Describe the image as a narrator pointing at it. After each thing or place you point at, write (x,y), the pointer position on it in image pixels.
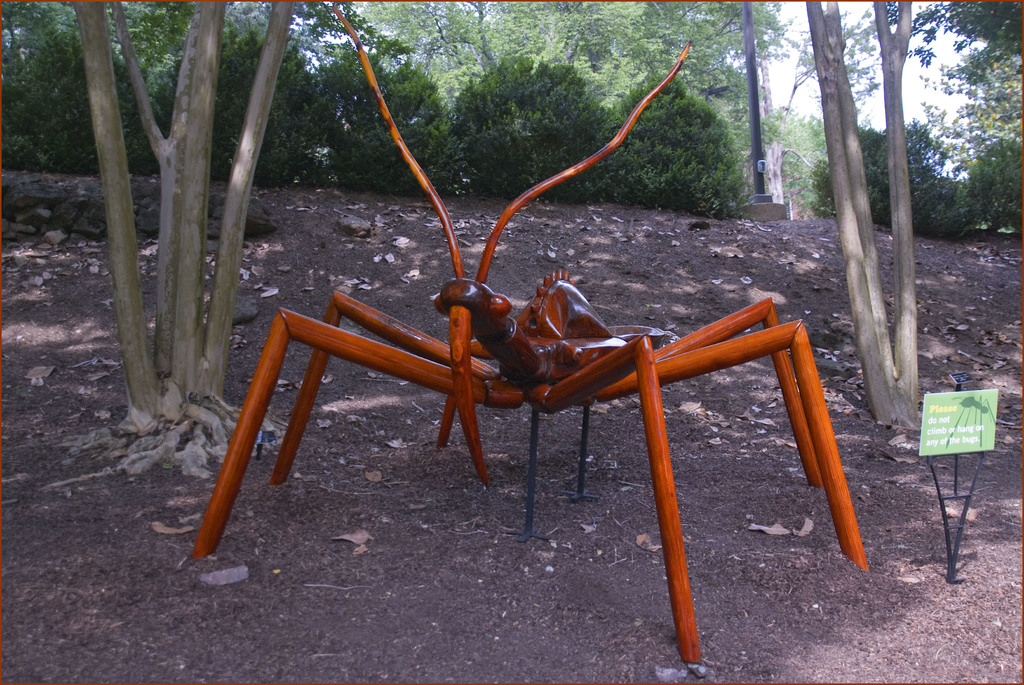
This picture shows a statue of bug (564,314) made with wood (365,308) and we see trees (193,94) and a pole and we see a board (966,393) on the stand (969,456).
